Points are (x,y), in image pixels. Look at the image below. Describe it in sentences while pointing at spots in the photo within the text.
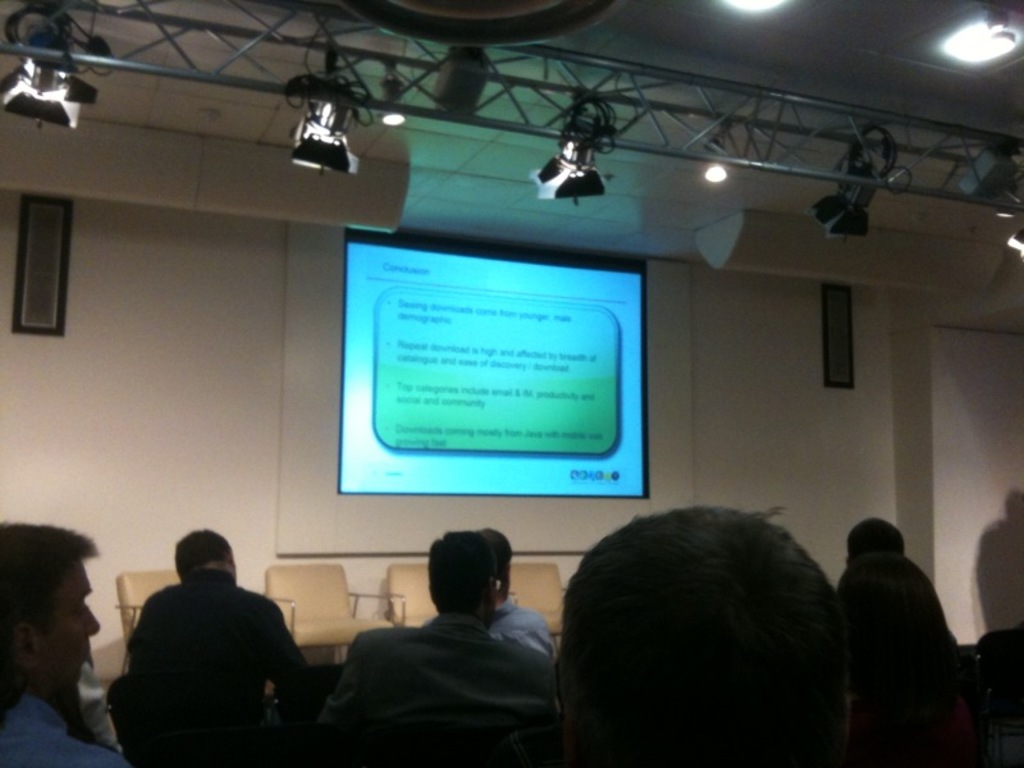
In the image we can see there are people (396,671) sitting on the chair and there is projector screen (509,373) on the wall (721,383). There are lightings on the top (712,177) and there are chairs (425,621) kept on the floor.
